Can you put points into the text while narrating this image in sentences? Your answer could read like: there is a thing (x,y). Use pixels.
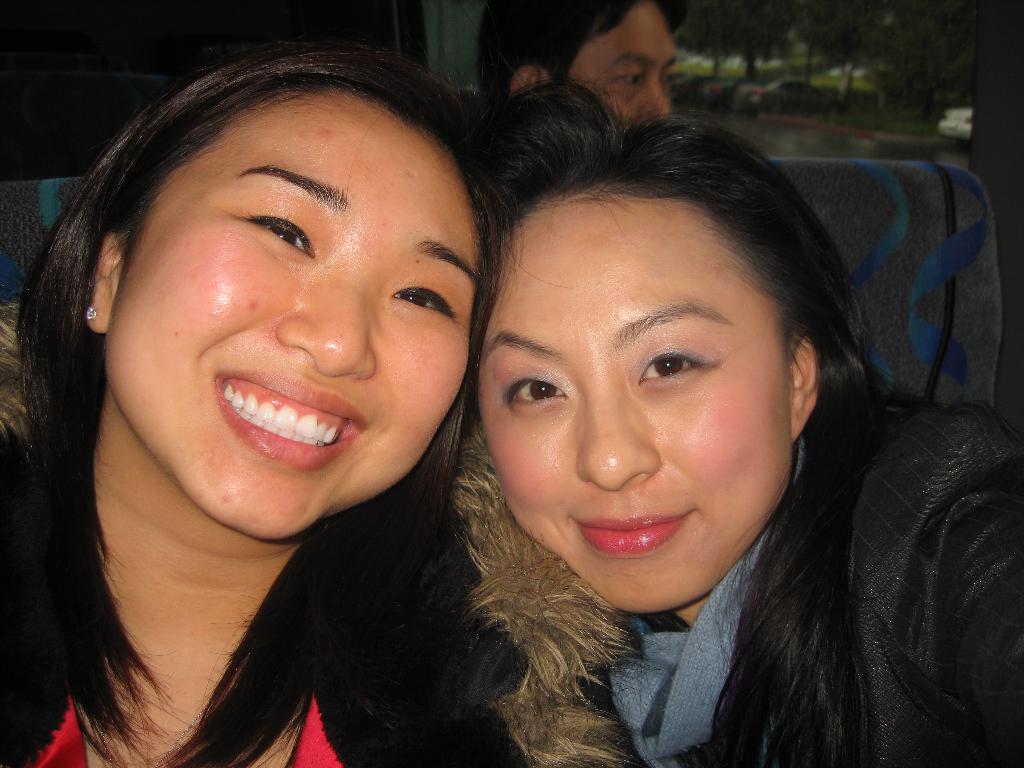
This picture looks like an inner view of a vehicle (103,86). In this image we can see two women (203,243) sitting on the seats (981,181), one person's head (665,12) behind the woman (680,120), some vehicles (793,102) on the road (801,139), some trees (939,72) in the background (893,78), the background (928,78) is dark and blurred.
